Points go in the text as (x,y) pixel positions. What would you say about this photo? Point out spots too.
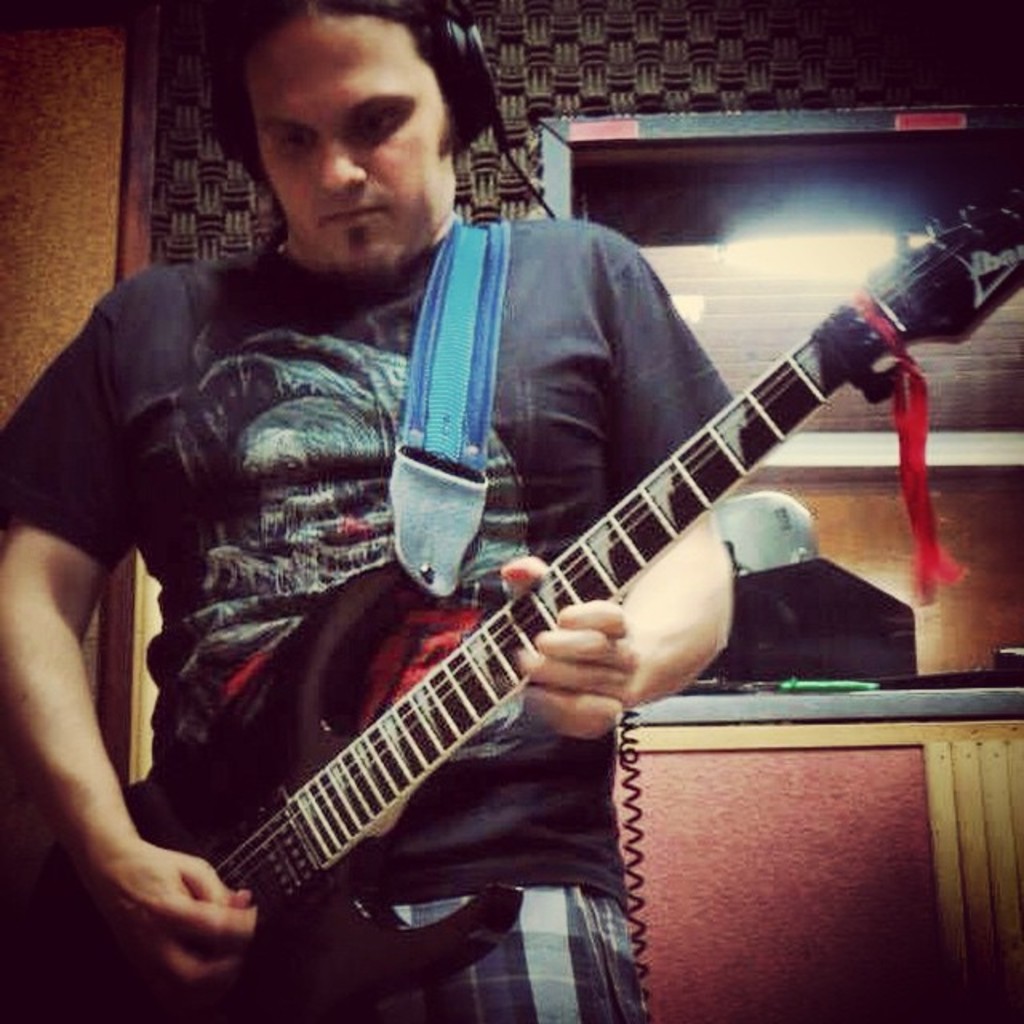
In this image I see a man (107,528) who is standing and holding the guitar (288,1006), In the background (11,383) I see the wall (44,160).
